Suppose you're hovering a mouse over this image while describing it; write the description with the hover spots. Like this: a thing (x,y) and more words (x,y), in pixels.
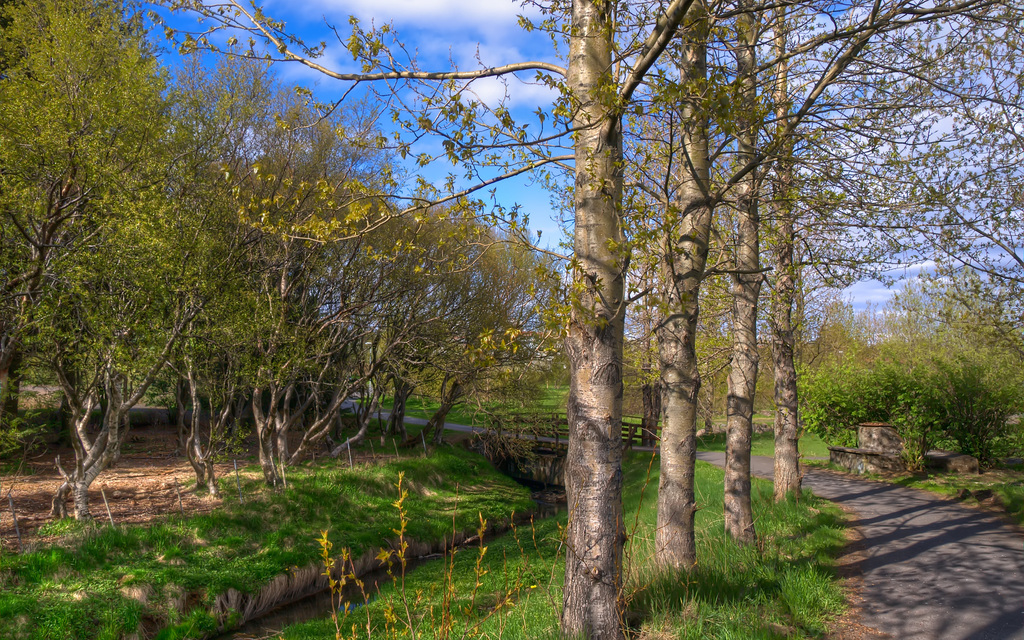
In this image we can see the trees (792,247), plants (905,426) and also the grass (215,534). We can also see the road (895,540), water (313,612) and also the sky (416,36) with the clouds (438,21) in the background (478,12).
